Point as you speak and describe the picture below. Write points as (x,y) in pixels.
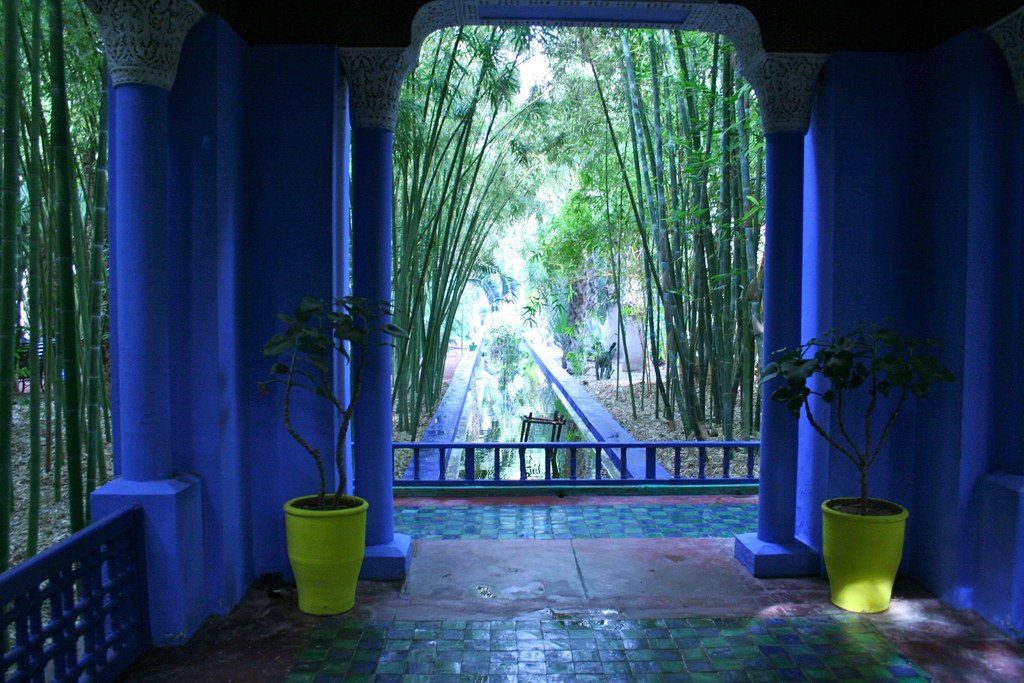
In this image we can see a building (205,370) and there are two potted plants (326,532) on the floor (957,640) and there are some other things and we can see some trees (64,102) in the background (592,38).
